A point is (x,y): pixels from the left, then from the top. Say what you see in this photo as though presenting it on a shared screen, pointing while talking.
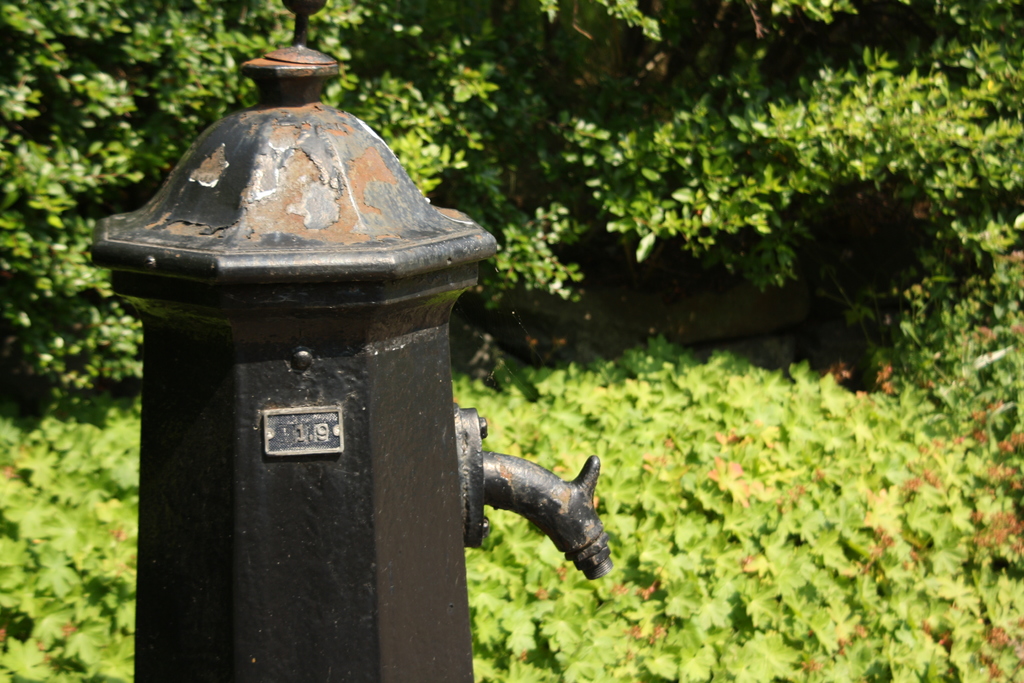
In this image we can see a black color pole (340,445) with a pipe (488,480). In the background (741,561) there are plants (696,416) and trees (726,136).
